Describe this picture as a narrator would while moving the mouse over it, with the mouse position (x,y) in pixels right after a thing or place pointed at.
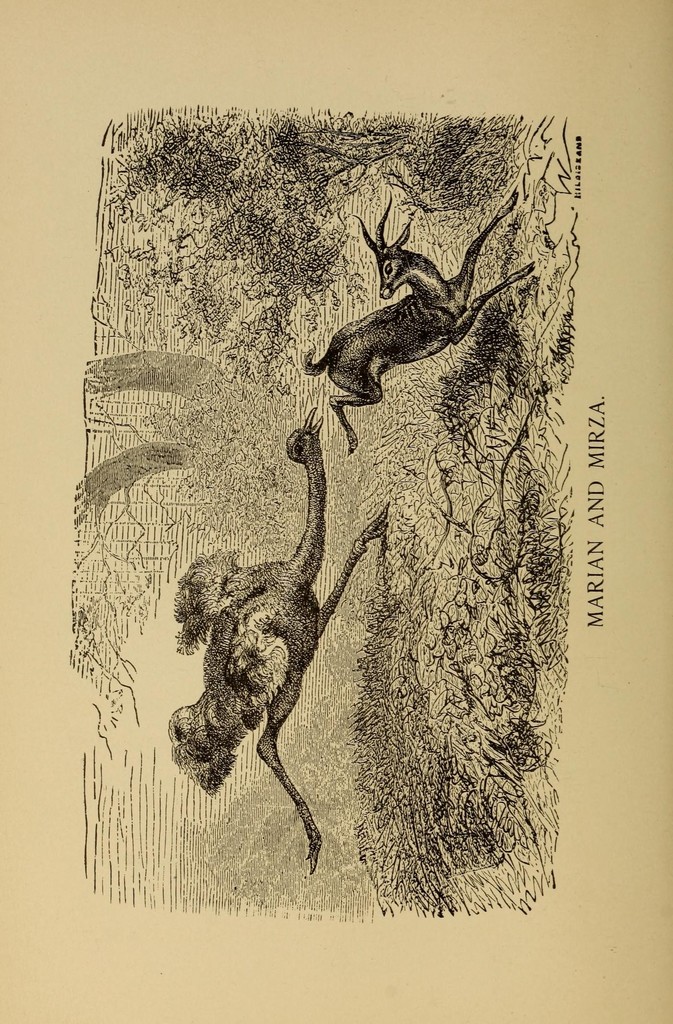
In this image we can see drawing (412,702) of an ostrich (242,614) and an animal (377,337). Also there is a text (602,493) on the image.
